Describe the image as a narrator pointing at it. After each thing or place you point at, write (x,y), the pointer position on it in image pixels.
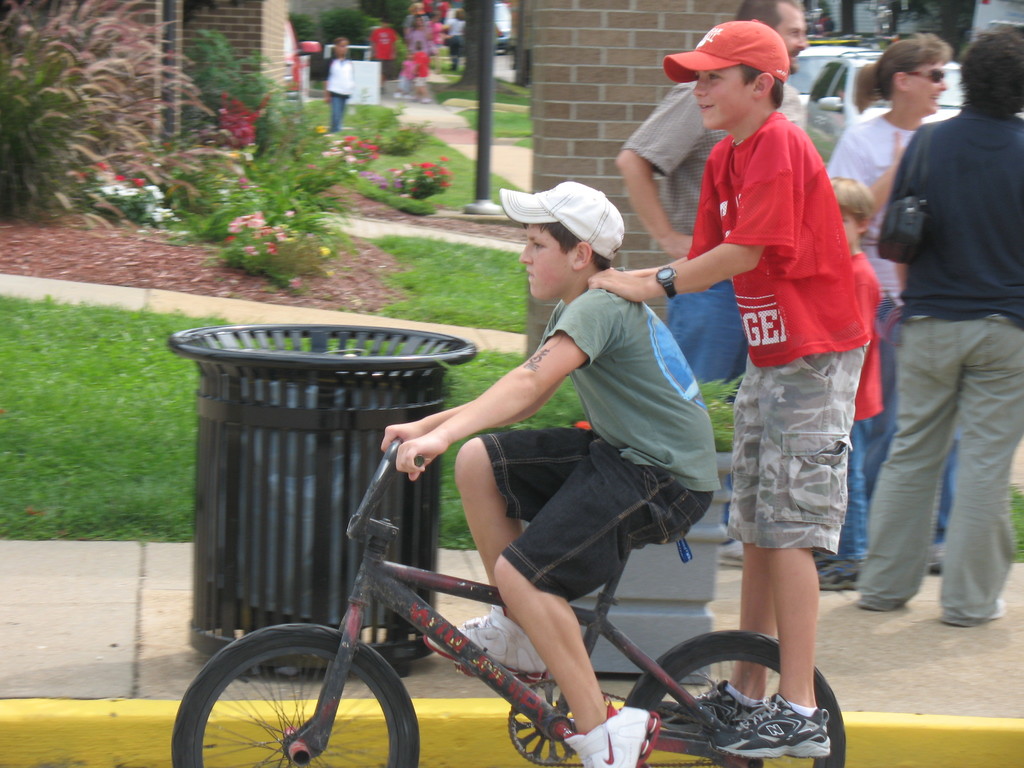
In the center (542,372) we can see two persons (679,455) were riding bicycle (460,657) and they were wearing cap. On the right (936,334) we can see two persons (966,174) were standing and they were smiling. in the background (255,416) there is a dust bin (260,428), brick wall (596,45), plant (307,151), flowers (248,224), grass (430,261) and few more persons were standing.
